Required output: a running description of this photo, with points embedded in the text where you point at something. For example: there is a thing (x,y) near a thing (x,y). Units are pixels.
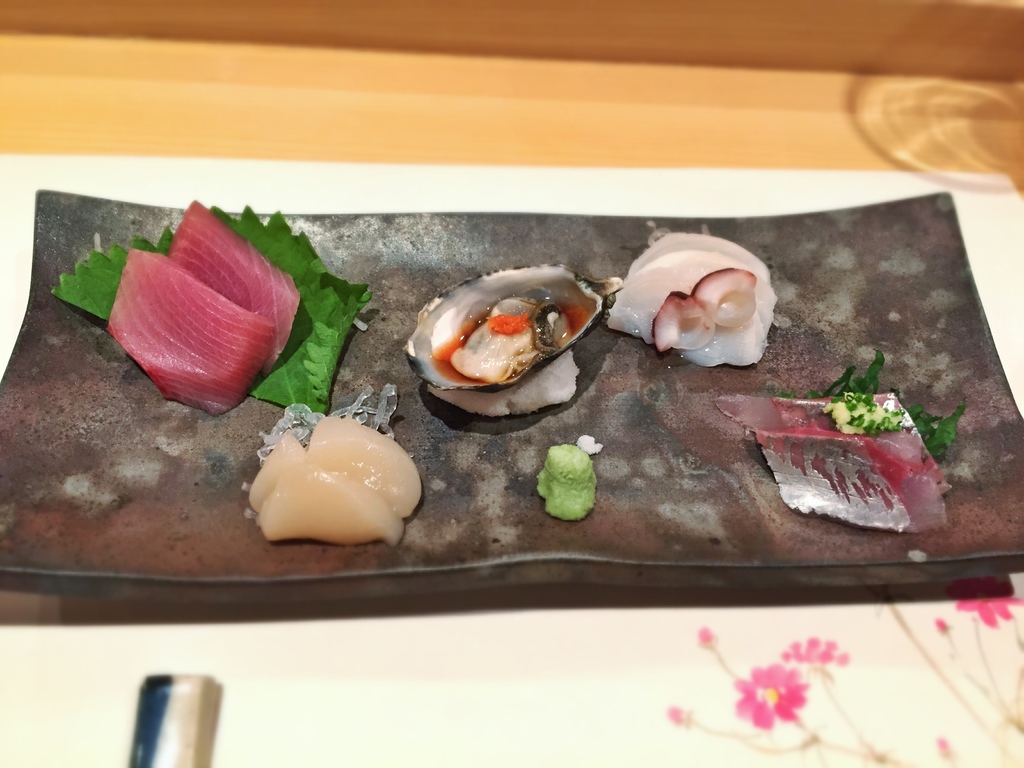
In this image, we can see some food items (126,263) on the tray (40,446). This tray (636,398) is placed on the white surface (702,698). Top of the image (810,86), we can see wooden piece (428,73).
